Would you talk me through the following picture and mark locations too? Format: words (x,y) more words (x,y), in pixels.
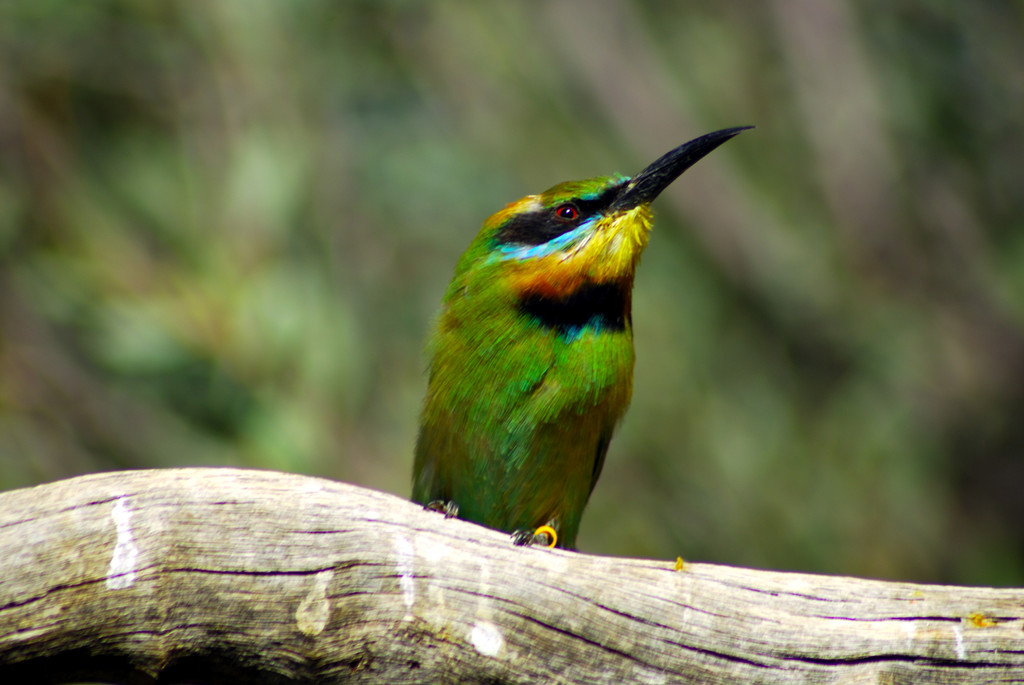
In the image we can see a bird (494,375), sitting on the tree log (456,588) and the background (105,350) is blurred.
